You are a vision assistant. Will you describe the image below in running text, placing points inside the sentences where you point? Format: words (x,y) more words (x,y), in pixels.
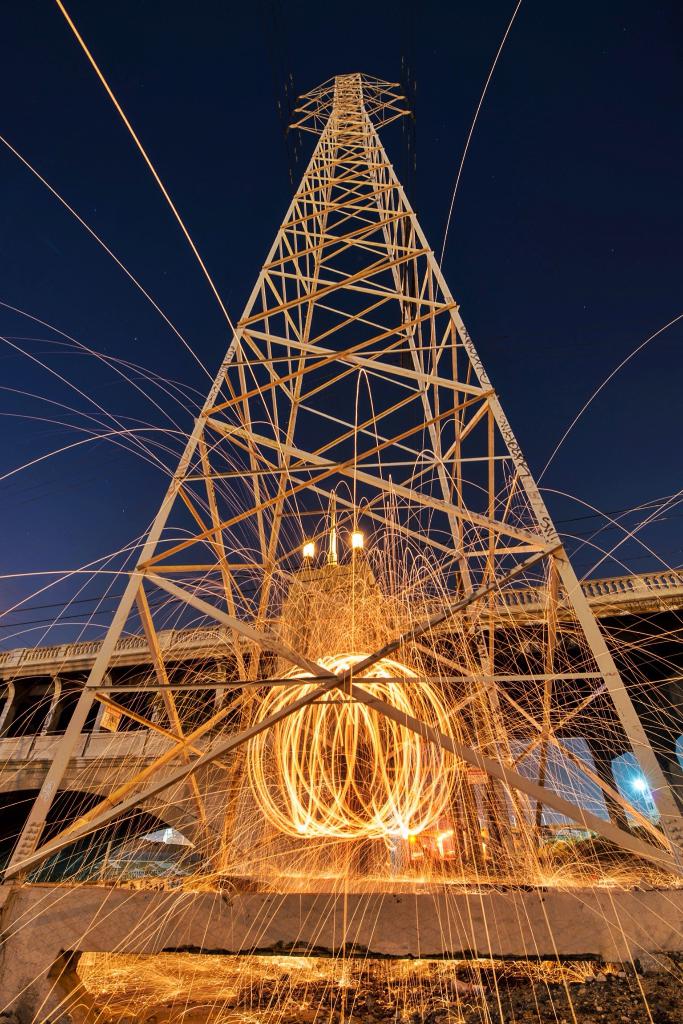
In this image there is a metal rod tower (287,257), in the middle of the tower (352,81) there are fire rings (362,787), behind the tower (71,735) there is a bridge (139,680). In the background (431,94) there is the sky (456,99).
